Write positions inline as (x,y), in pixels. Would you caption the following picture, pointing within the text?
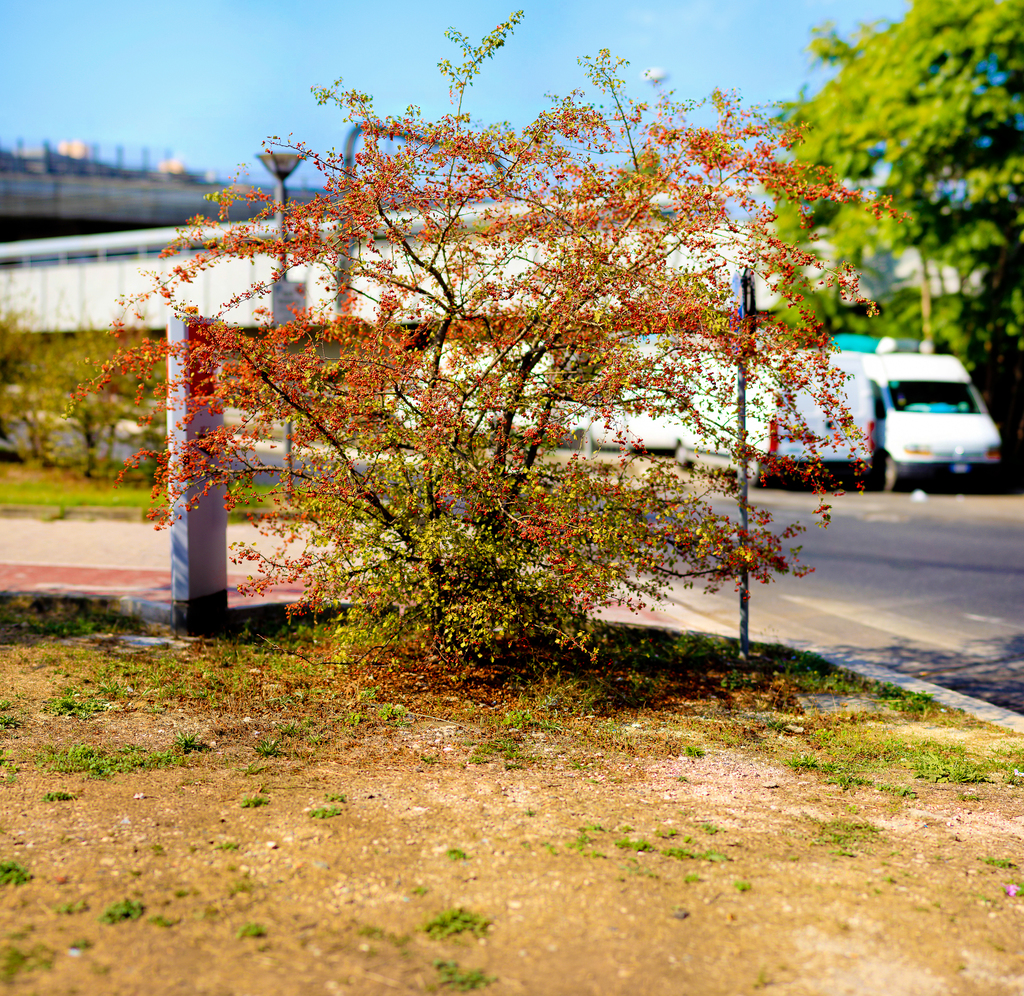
In the image there is grass (212,677), a plant (408,568) and behind that there is a road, in the background (819,225) there are vehicles (808,355), a building (291,273) and trees (986,242).
